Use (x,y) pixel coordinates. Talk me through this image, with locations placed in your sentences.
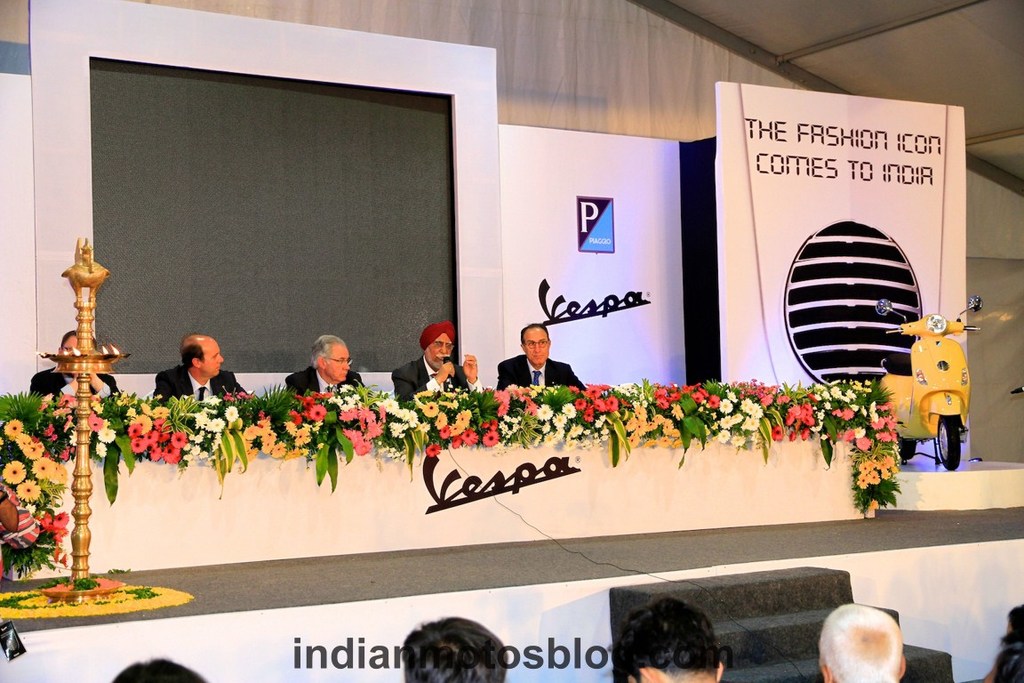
In this image we can see some group of persons (209,365) wearing suits (405,381) sitting behind the block (391,515) which is decorated by flowers (598,439) and at the background of the image (543,251) there is black color and white color sheet (534,216) and there is yellow color motorcycle (962,415) and at the foreground of the image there are some persons (161,682) sitting.
